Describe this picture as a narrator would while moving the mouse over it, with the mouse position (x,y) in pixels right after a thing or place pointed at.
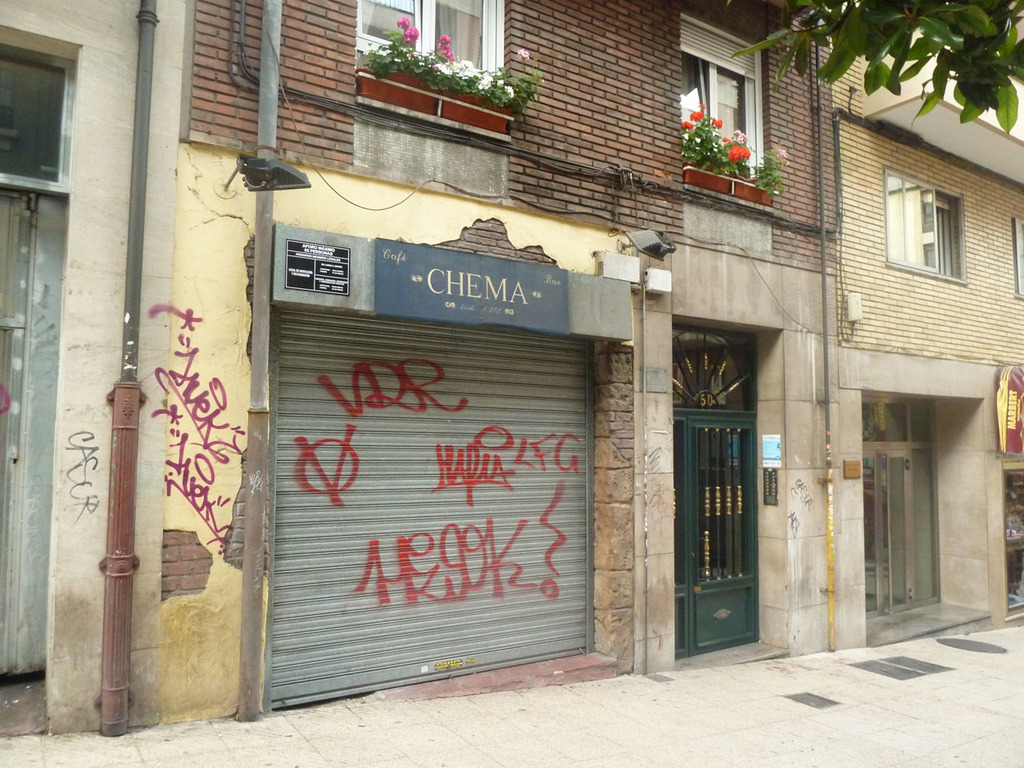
In this image we can see there are buildings (808,328) and we can see the flower pots (397,102) in the window (694,86) of the building (543,111), in front of the building (367,233) there is a path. At the top right side (984,48) there are leaves (975,28) of a tree (960,34).
